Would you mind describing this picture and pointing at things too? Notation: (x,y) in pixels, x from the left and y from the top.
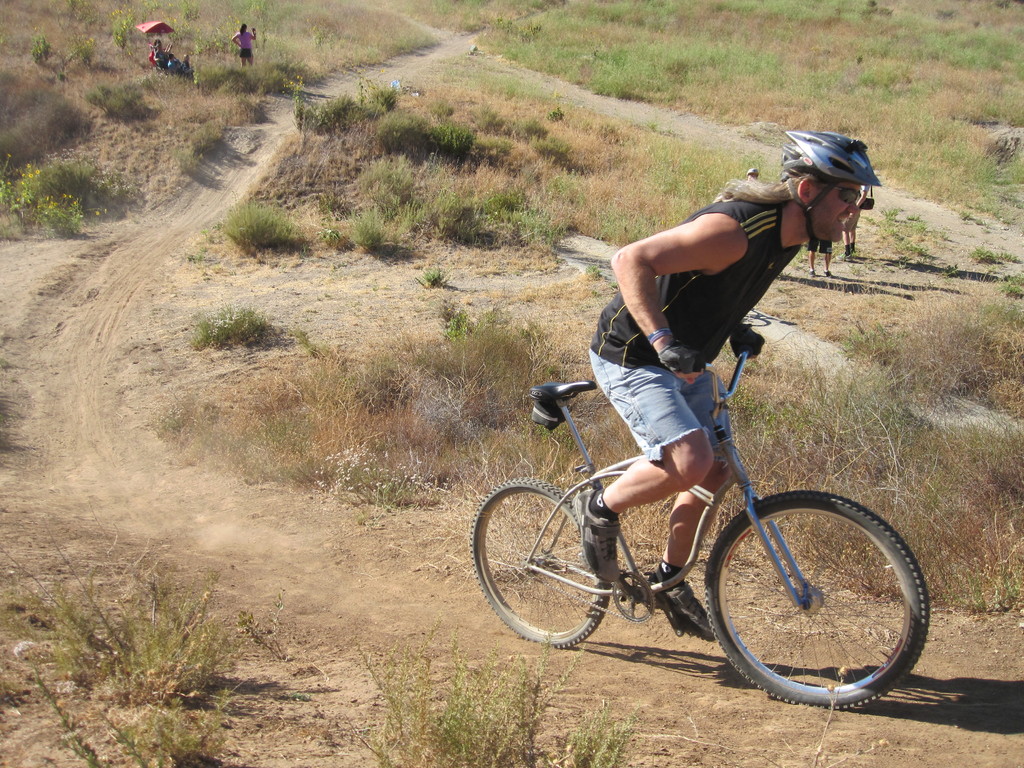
The person (841,149) wearing helmet (829,157) is riding bicycle (782,576) on a hill area (764,579) and there are some people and plants (388,122) behind him.
